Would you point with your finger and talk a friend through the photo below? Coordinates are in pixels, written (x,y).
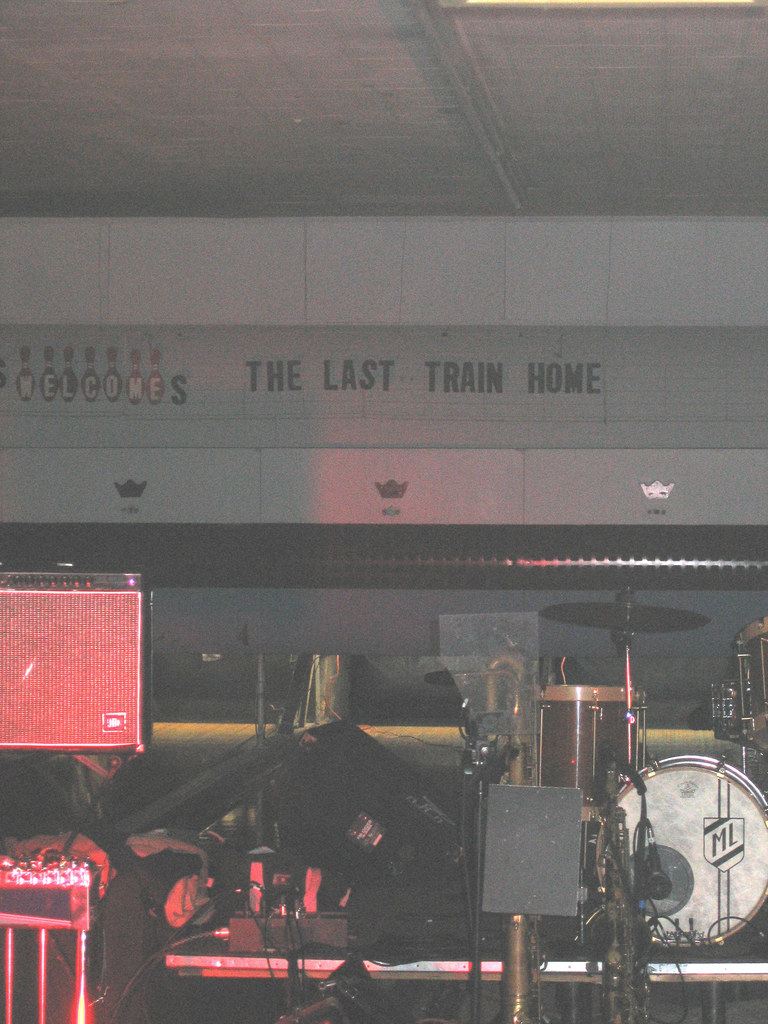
In this picture there is a music band (761,834) placed on the stage (381,948). On the left side (42,956) there is a music instrument (83,871). Behind we can see the white color roofing shed (516,491).
